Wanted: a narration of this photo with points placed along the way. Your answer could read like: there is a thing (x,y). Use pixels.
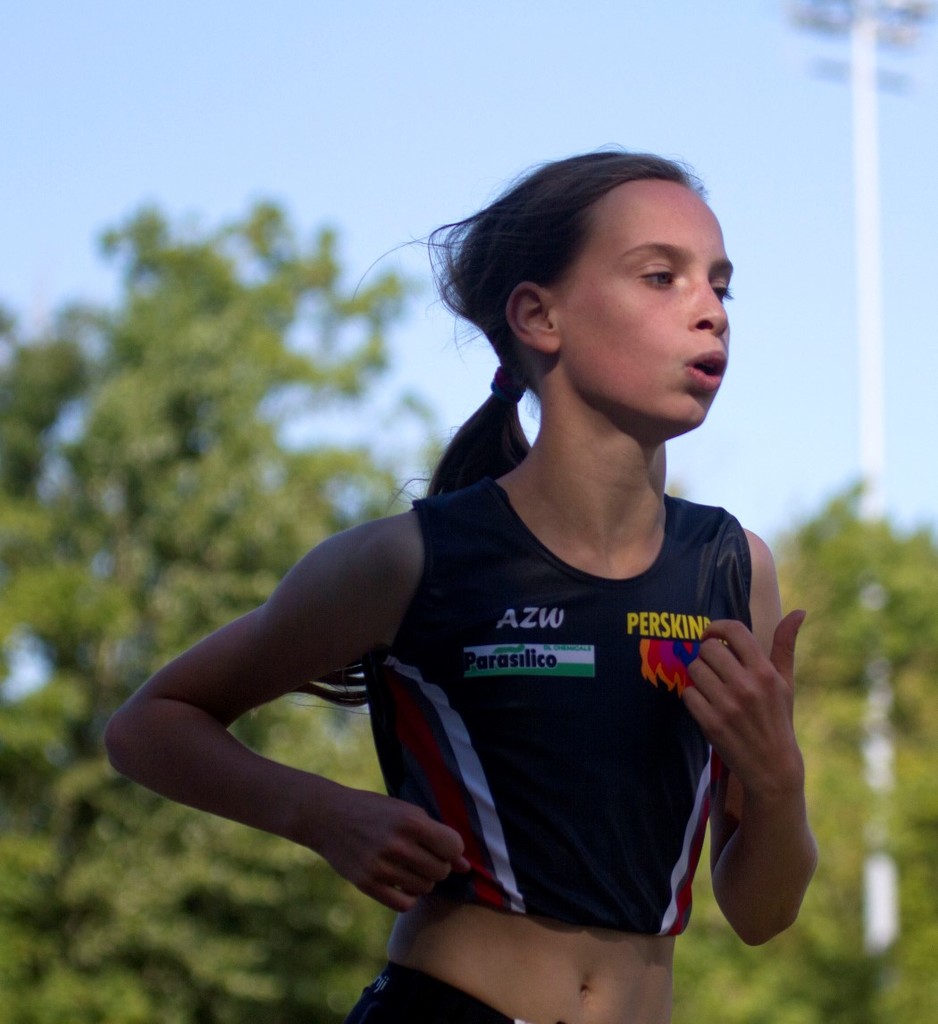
In the picture we can see a girl (643,294) running she is wearing a black top (716,759) and in the background (70,375), we can see a tree (809,569), pole (884,767) with lights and a sky (378,87).
